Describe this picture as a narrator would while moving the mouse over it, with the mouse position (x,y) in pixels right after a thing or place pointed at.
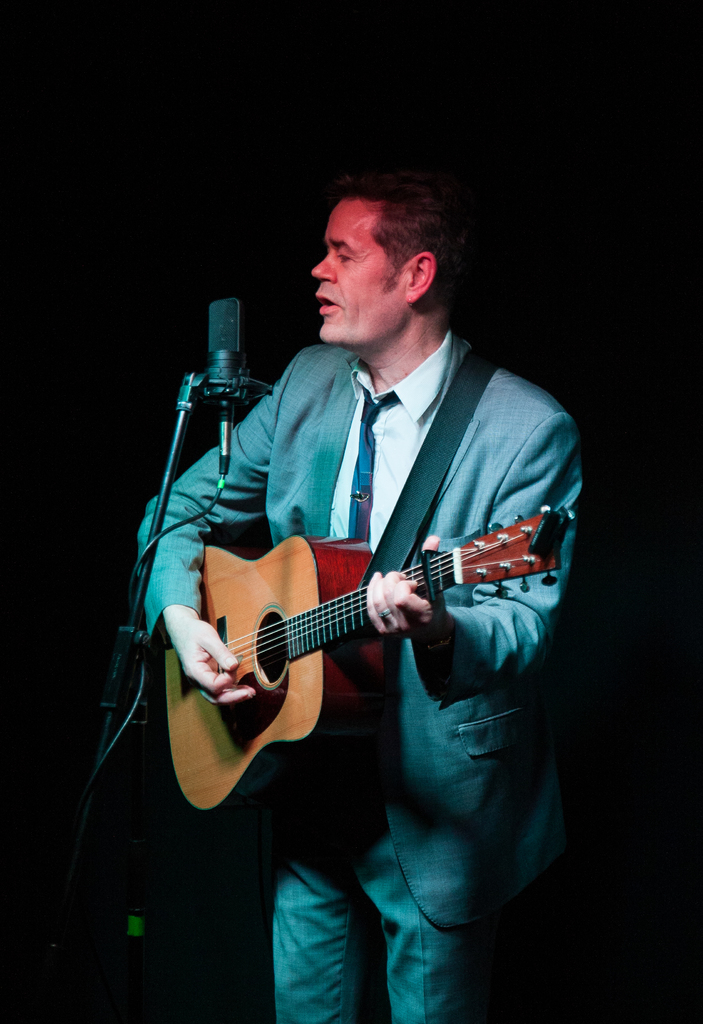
In this picture we can see a man (415,341) who is standing in front of mike (217,376) and he is playing guitar (373,695).
